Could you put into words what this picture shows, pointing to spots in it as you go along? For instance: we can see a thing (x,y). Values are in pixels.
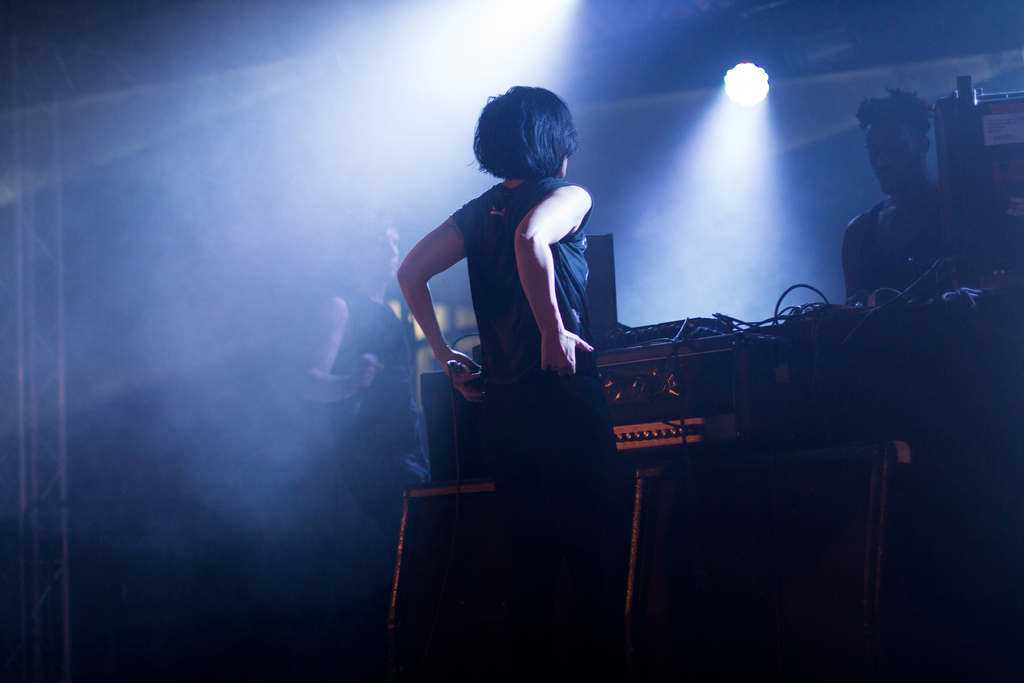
In this image I can see three persons (483,223) are standing on the stage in front of a table (1008,648) on which I can see sound boxes (808,359), wires (686,332) and so on. On the top (63,220) I can see metal rods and lights (746,103). This image is taken on the stage (188,662).
